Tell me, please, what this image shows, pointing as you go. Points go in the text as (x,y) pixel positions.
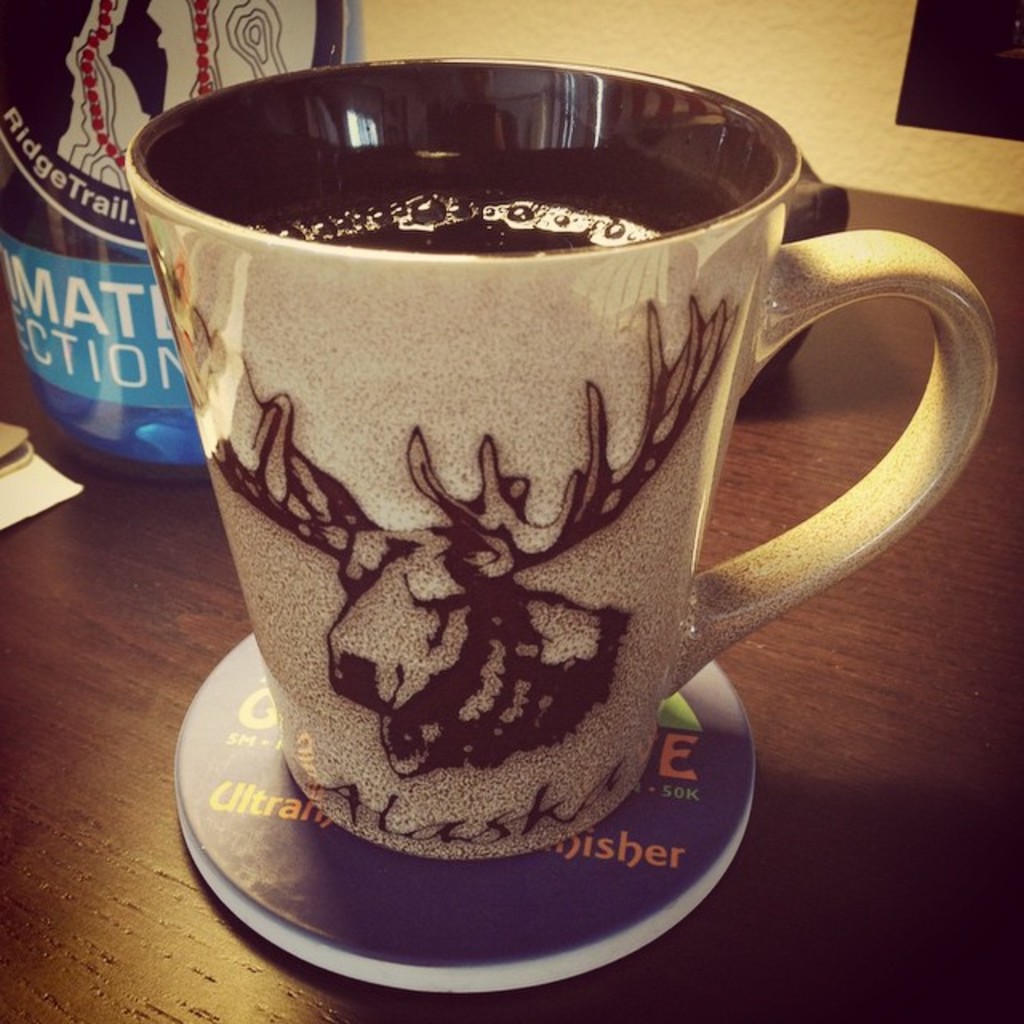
On a wooden table (856,860) we can see a cup (609,767) on a coaster (216,708) and we can see liquid (359,214) in the cup (272,145). It seems like a bottle (216,70) behind the cup (207,107). Beside to it we can see an object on the left side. In the background (726,14) we can see the wall (814,49).
